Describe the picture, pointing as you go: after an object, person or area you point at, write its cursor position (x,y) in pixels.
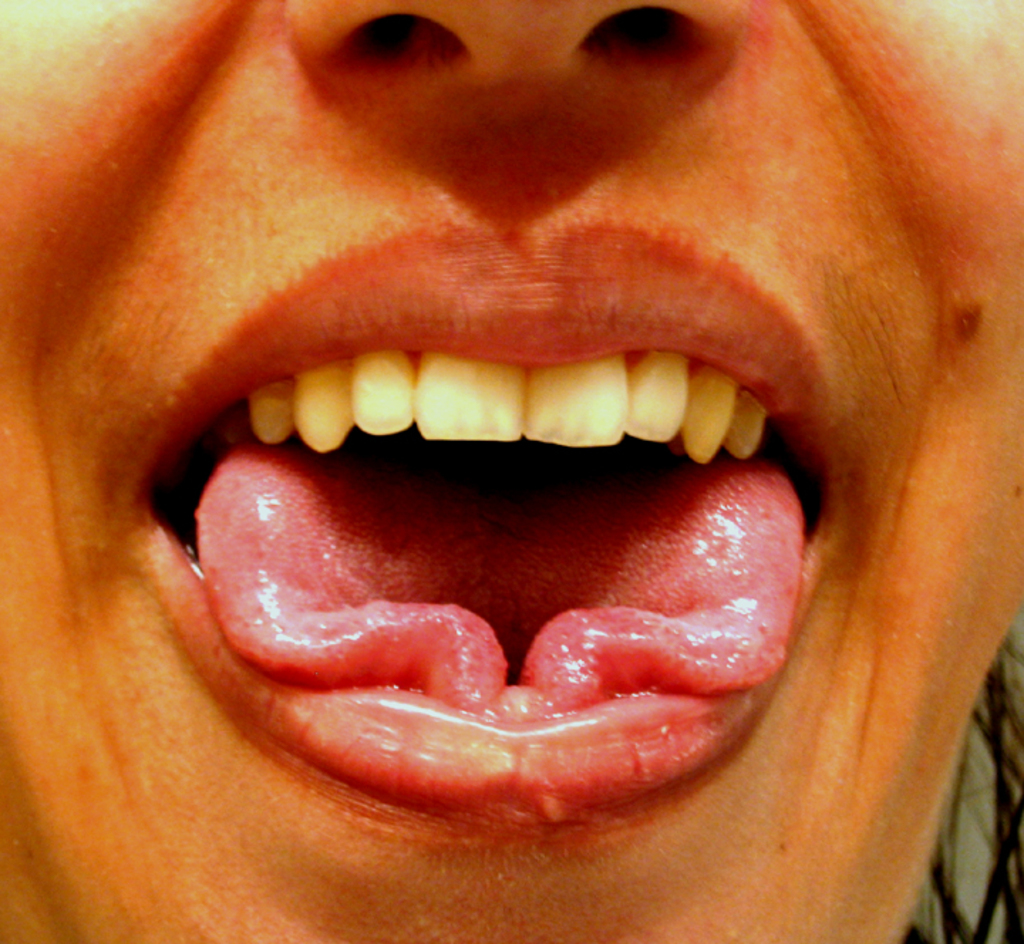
In this picture I can observe mouth (241,374) of a human (228,539). There is tongue (331,521) and upper teeth (313,417). I can observe nose (736,51) on the top of the picture (512,52).
